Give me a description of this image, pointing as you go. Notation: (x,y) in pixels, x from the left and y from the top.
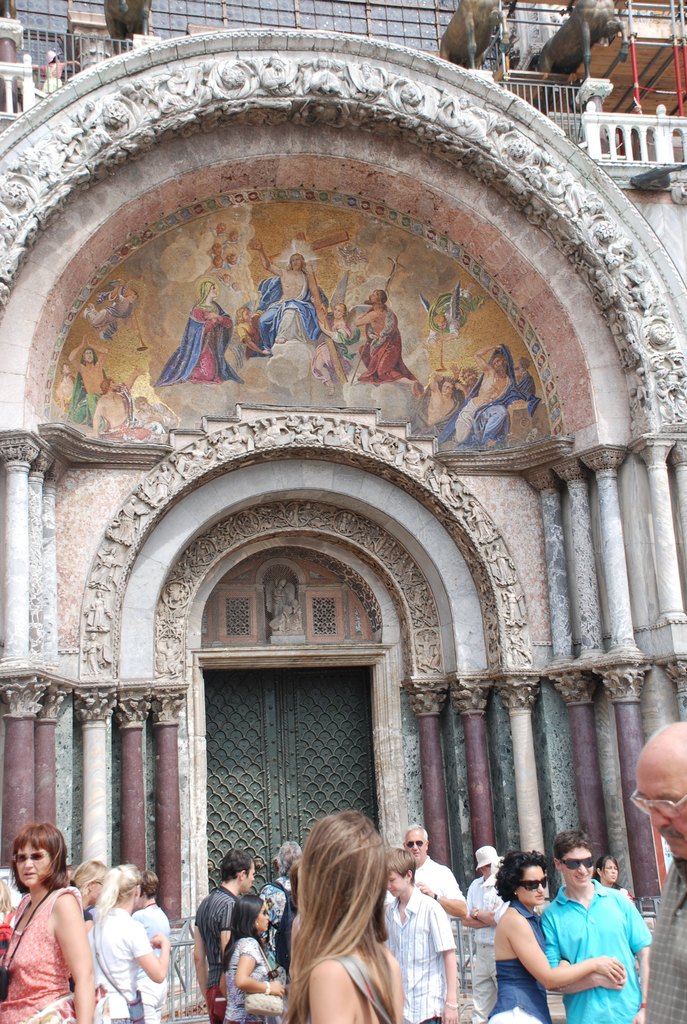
In this picture we can see a group of people (221,924), pillars (46,818), doors (259,796), statues (560,50), painting (353,264) on the wall (116,209) and some objects (685,18).
